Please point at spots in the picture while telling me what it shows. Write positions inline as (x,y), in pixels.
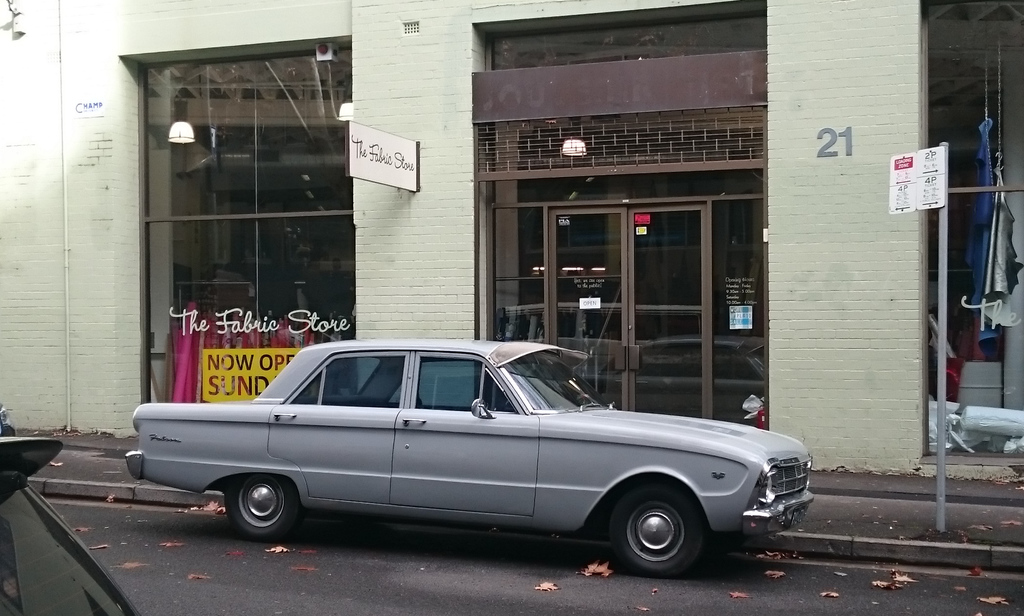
In this image I see the building (692,119) and I see the doors (610,257) over here and I see a car (193,420) which is of silver in color and I see the road (248,573) and I see board (940,179) on this pole (941,488) and I see something is written.
